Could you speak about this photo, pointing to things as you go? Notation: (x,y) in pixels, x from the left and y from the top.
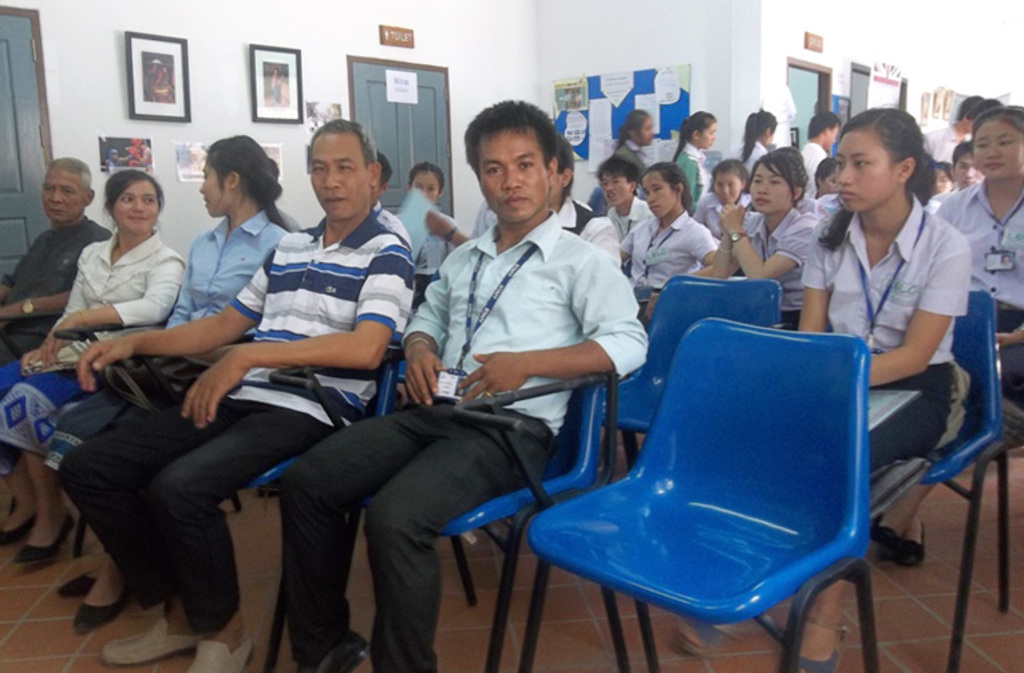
people (920,411) are seated on blue chair (709,506). at the back (221,37) there is white wall (454,29) on which there are photo frames (164,117) and doors (398,125).
